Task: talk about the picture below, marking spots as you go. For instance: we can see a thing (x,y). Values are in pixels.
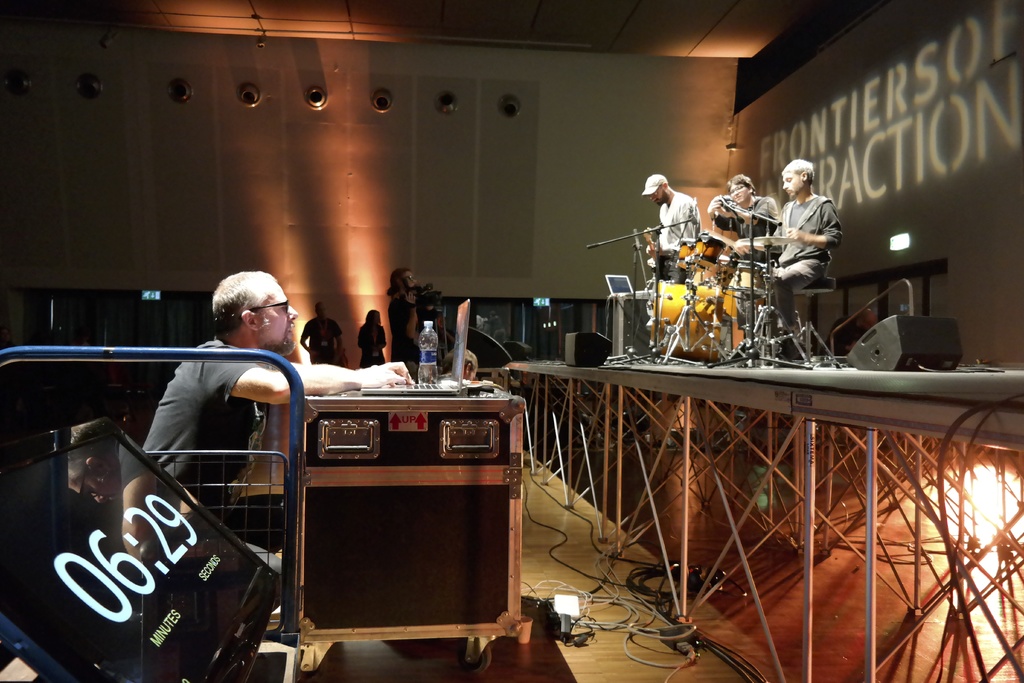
On the right side of the image (832,370) there is a dais (810,446). On dais (835,384) we can see some musical instruments (704,300), some persons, speakers (907,340), screen (624,289), board (1004,150). In the center of the image (403,428) there is a box (443,473). On box (431,428) we can see bottle (429,338), laptop (432,389) and some objects (496,389). On the left side of the image (231,302) we can see a person (271,343) is sitting on a chair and also we can see rod (44,353), boxes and some persons (317,344). In the background of the image (180,227) we can see a wall (413,234). At the top of the image (429,39) there is a roof (431,18). At the bottom of the image (567,652) we can see rod (688,622), wires (579,643) and floor (579,665).
